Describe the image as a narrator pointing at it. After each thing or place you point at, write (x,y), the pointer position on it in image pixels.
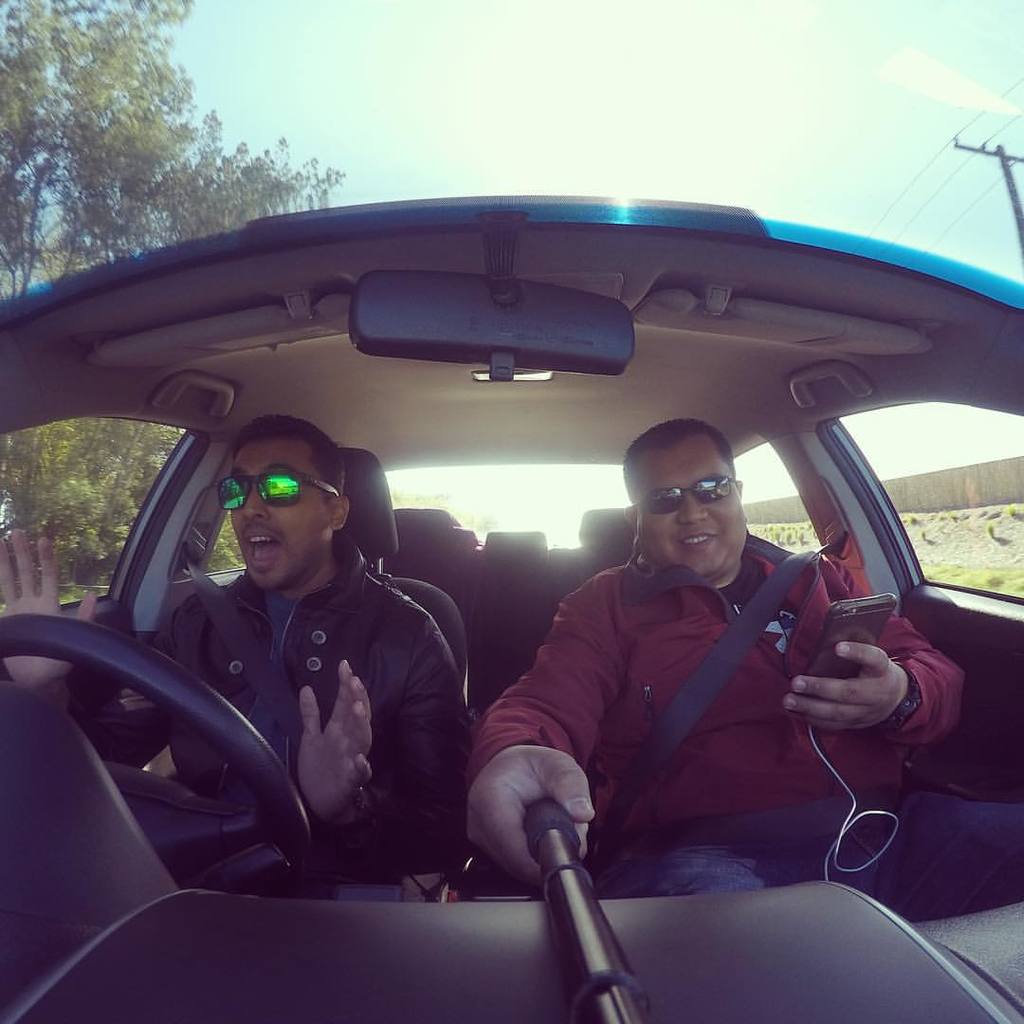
In the picture we can see inside view of the car (816,903) from the windshield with two men (728,797) are sitting and wearing the seat belts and one man (946,702) is holding a selfie stick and mobile phone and from the windows (1001,510) of the car (274,973) we can see some trees (77,470) and on the other side we can see the pole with wires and in the background (420,162) we can see the sky (726,173) with clouds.
